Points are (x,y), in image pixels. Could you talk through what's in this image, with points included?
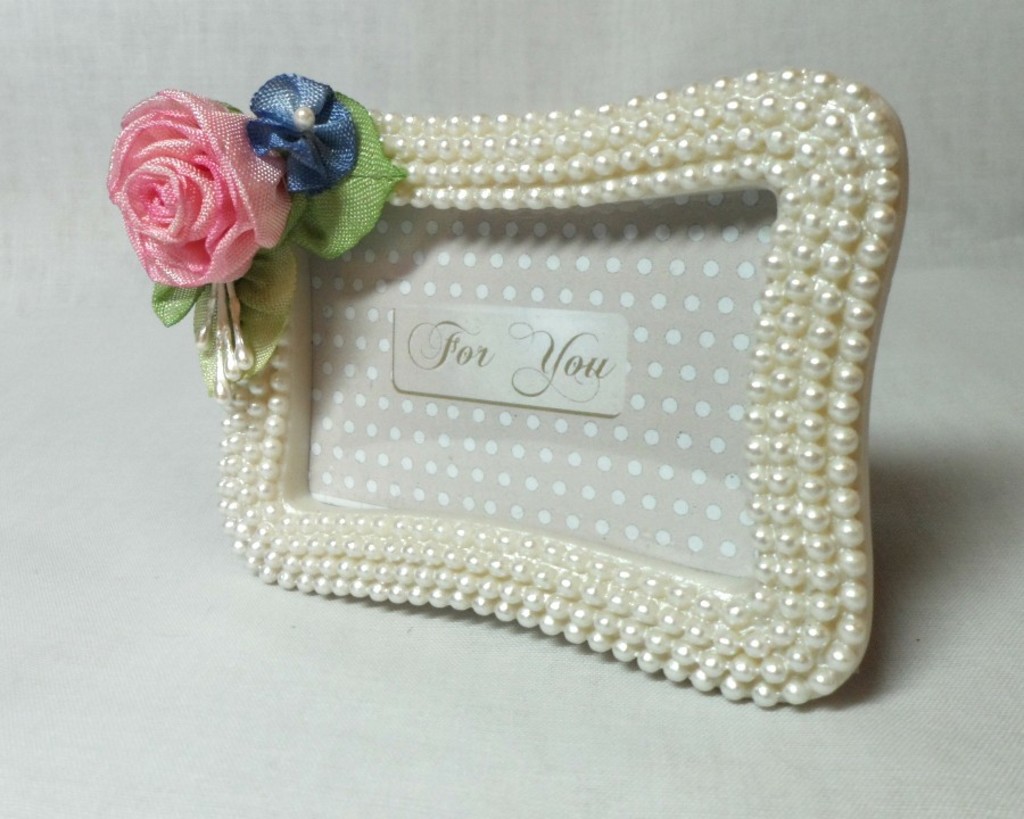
In the picture we can see an album frame (275,457) with pearls (349,537) and in its written as for you and on the top of it, we can see an artificial flower (258,235) which is pink in color and a leaf (318,204) and other flower (302,137) which is blue in color.
